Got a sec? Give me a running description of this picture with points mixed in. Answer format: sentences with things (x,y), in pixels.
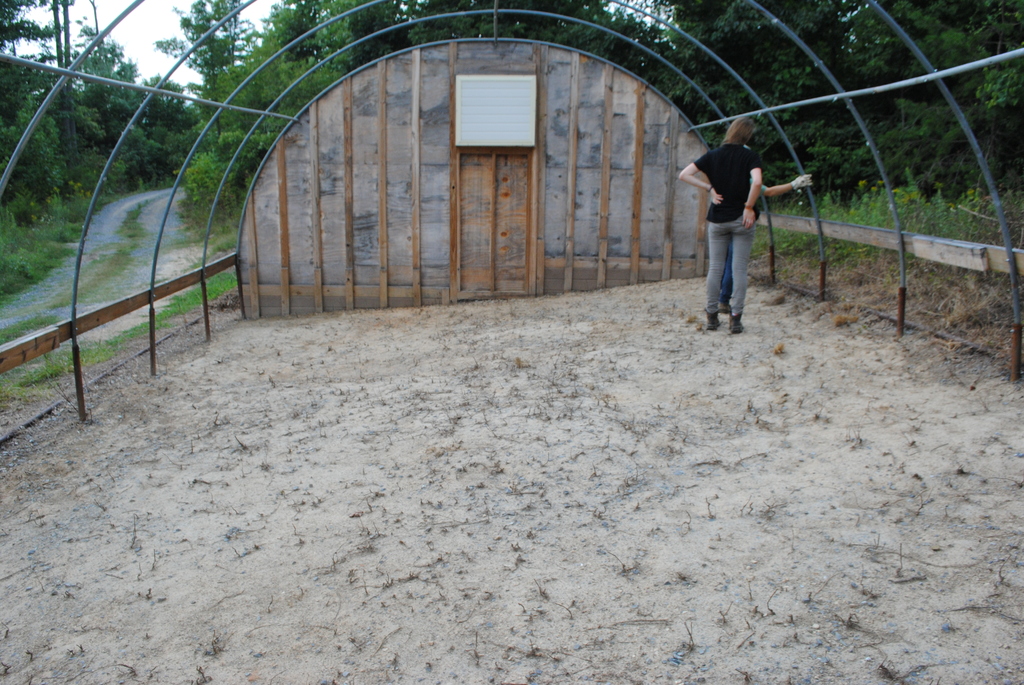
In this image in the center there are two persons (727,219) who are standing, and at the bottom (310,513) there is a sand (563,544). In the background (337,114) there is a wooden wall (360,215) and some wooden sticks (454,268), and a door (479,246) and on the top (296,90) there are some iron poles (497,41). And in the background (291,53) there are some trees (523,33) and sky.
